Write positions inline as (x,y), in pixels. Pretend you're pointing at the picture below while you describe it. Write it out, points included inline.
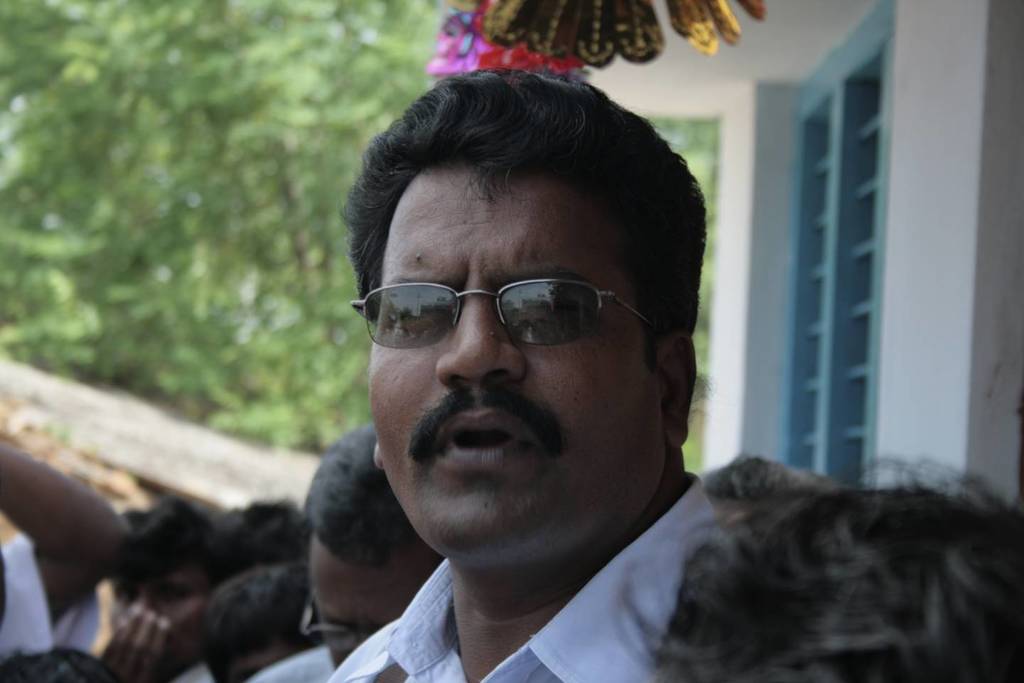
In this image we can see a person (436,672) wearing white shirt (394,651) and spectacles (552,299) is standing here. Here we can see a few more people (1014,532) standing. The background of the image (824,410) is slightly blurred, where we can see a window (846,427) to the wall (924,374) and trees (55,134).
